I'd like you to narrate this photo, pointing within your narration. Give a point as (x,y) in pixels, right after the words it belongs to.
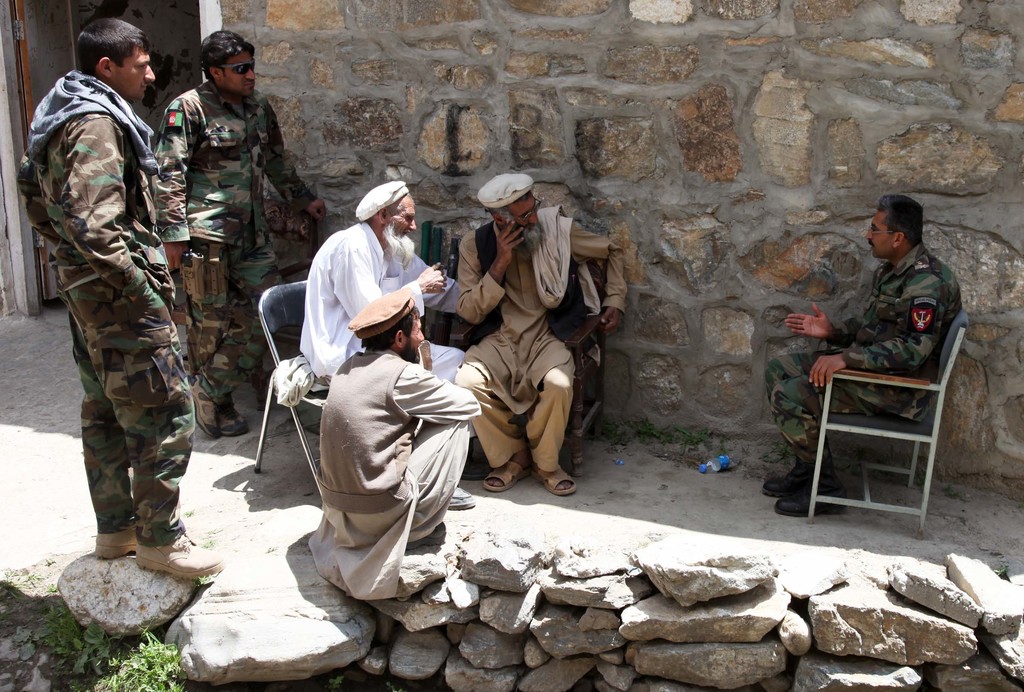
In this image i can see few people (492,265) sitting and few people (203,307) standing. In the background (665,87) i can see a wall (594,85) and a door (163,40).
